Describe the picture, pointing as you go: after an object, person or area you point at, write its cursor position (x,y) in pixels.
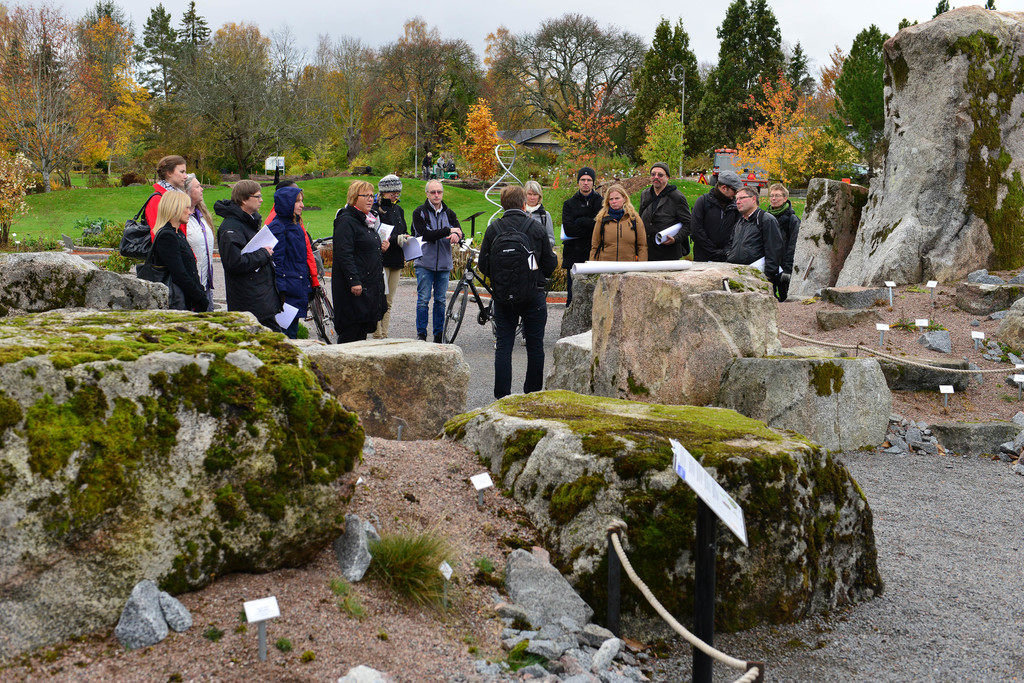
In this picture I can see rocks (604,593), boards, ropes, group of people (528,297) standing and holding the papers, there are bicycles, grass (416,197), plants (651,147), house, trees (627,120), and in the background (508,4) there is sky (466,30).
